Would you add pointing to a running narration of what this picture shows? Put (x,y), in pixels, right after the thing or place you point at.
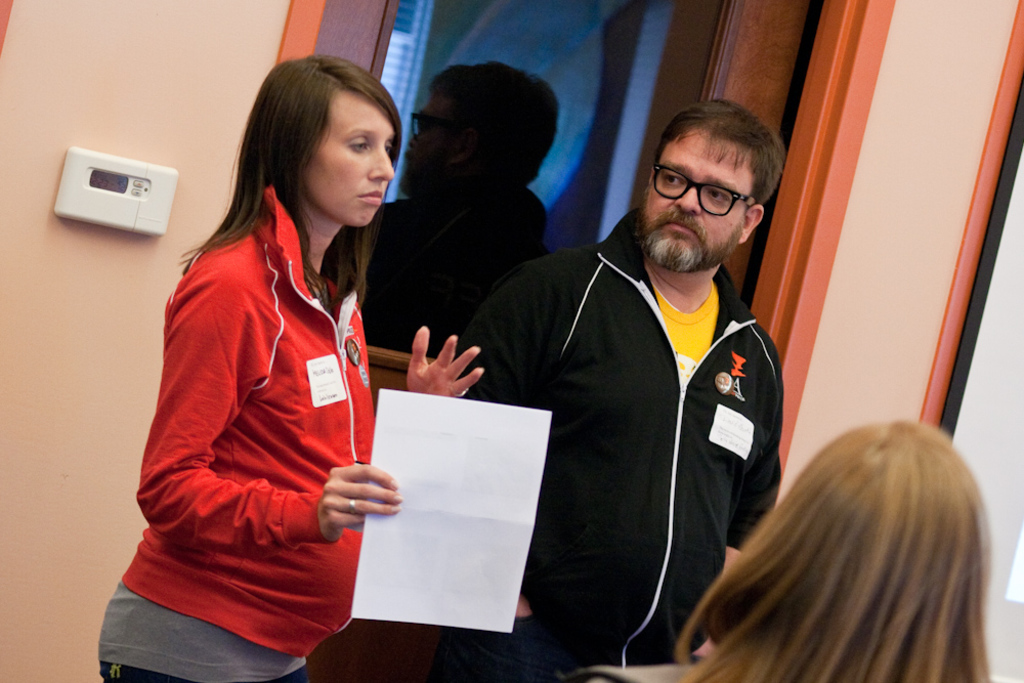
This picture seems to be clicked inside room (639,89). In the foreground (814,571) we can see a person (863,559) seems to be sitting. On the left (298,243) there is a woman (302,252) holding a paper (406,469) and standing on the ground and we can see a man (641,295) standing on the ground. In the background (200,67) we can see the wall (209,73) and the reflection (527,164) of a man (472,137) in the glass object (593,83) and we can see some objects (135,170) in the background (71,181).
